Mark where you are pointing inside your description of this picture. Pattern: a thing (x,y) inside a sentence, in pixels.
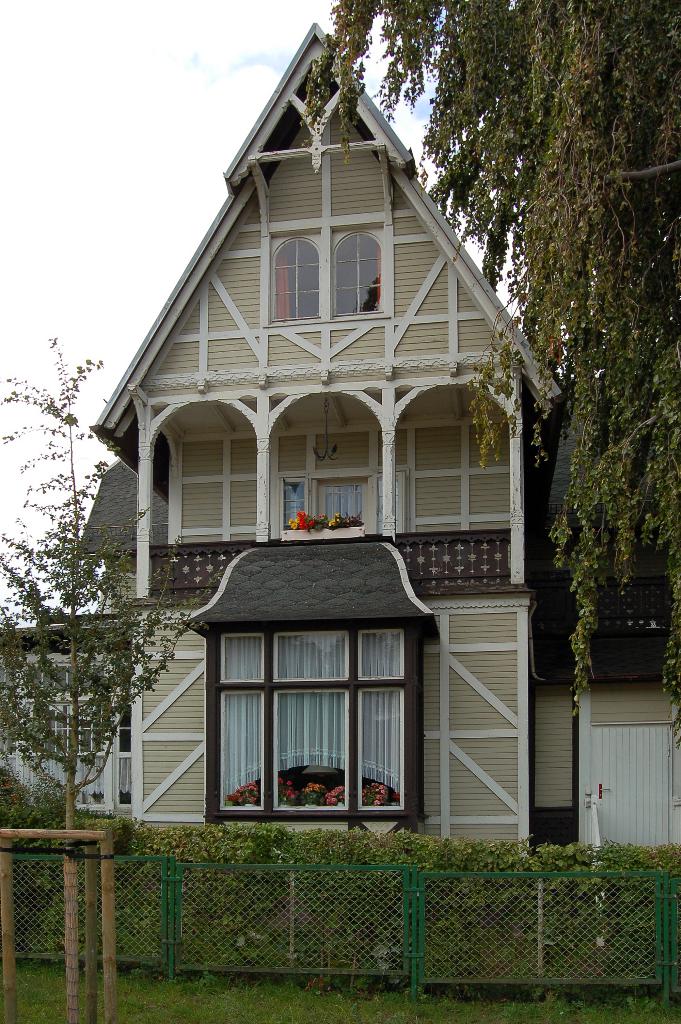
In the center of the image (277,376) we can see a house (238,386). At the bottom of the image (416,850) we can see fencing (640,920), plants (227,869) and grass (252,993). In the background (243,111) there is sky (184,70) and clouds (184,70).
